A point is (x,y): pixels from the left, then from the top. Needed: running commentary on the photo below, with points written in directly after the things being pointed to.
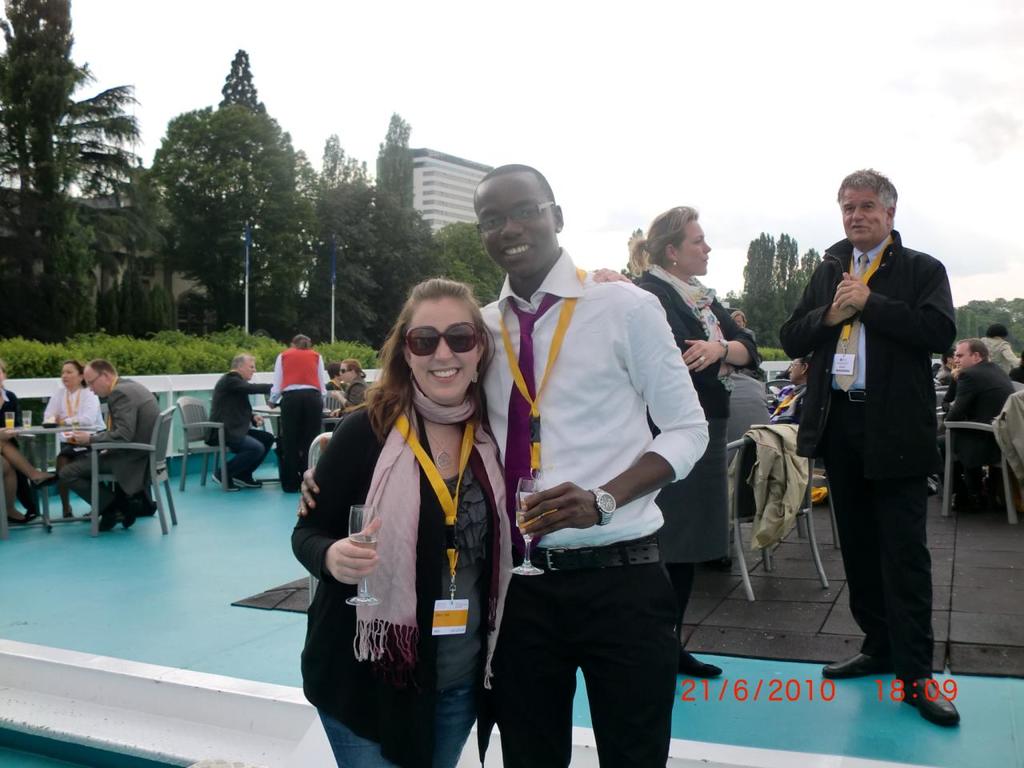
Front these two people (581,448) wore id cards (507,345) and holding glasses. Few people (97,403) are sitting on chairs (157,447). In-front of them there are table (63,428) with glasses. On this chair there is a jacket (769,500). Background (391,204) there are plants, trees (353,230) and building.
